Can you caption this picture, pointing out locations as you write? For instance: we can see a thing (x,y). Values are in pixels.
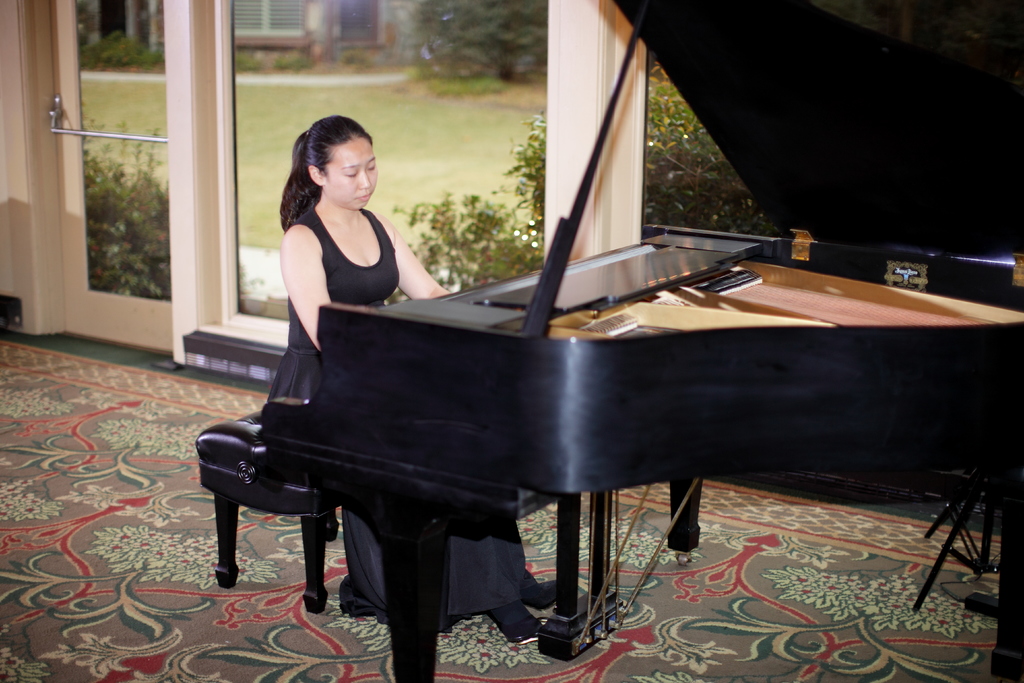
In this image there is a woman (295,336) playing a piano (743,317), and she is wearing a black colored dress (299,378). At the bottom (72,602) there is floor mat (90,610) with nice design (185,551). In the background (431,66) there is a door (134,70) and a glass (272,134) through which the garden (488,162) is seen.
